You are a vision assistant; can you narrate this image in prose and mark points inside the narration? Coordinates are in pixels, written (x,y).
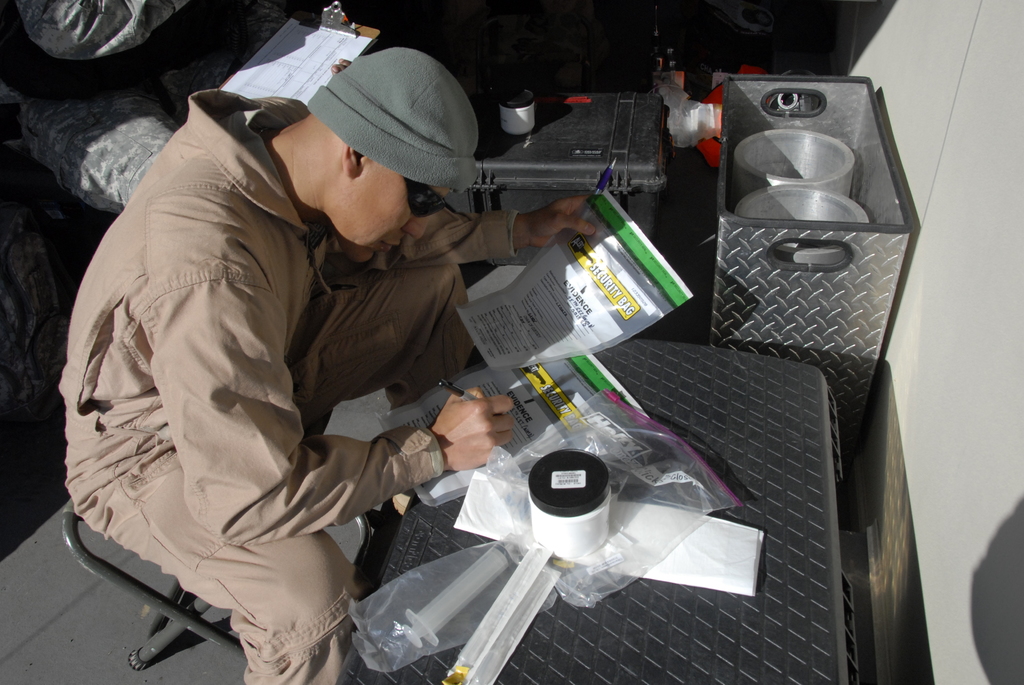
In this image there is a man (167,377) sitting on the chair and writing on the paper (524,413). In front of him there is a table (673,586) on which there are packets (462,572), injections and a box (554,525). He is holding the paper (573,278) with one hand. In the background (99,109) there is another person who is holding the pad (275,51). On the right side (785,120) top there is a metal box (803,124) in which there are two vessels (795,174). Beside it there is a box (565,142) on which there is a small box (524,118).
